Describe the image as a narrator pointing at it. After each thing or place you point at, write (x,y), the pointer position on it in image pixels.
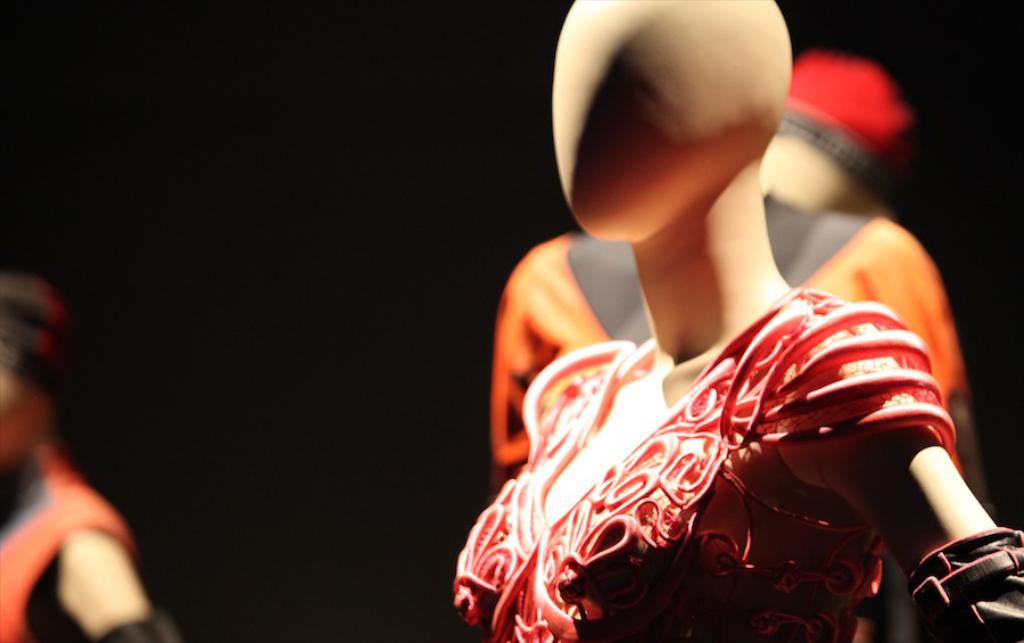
This image consists of mannequins (656,103). The background (314,464) is too dark.
